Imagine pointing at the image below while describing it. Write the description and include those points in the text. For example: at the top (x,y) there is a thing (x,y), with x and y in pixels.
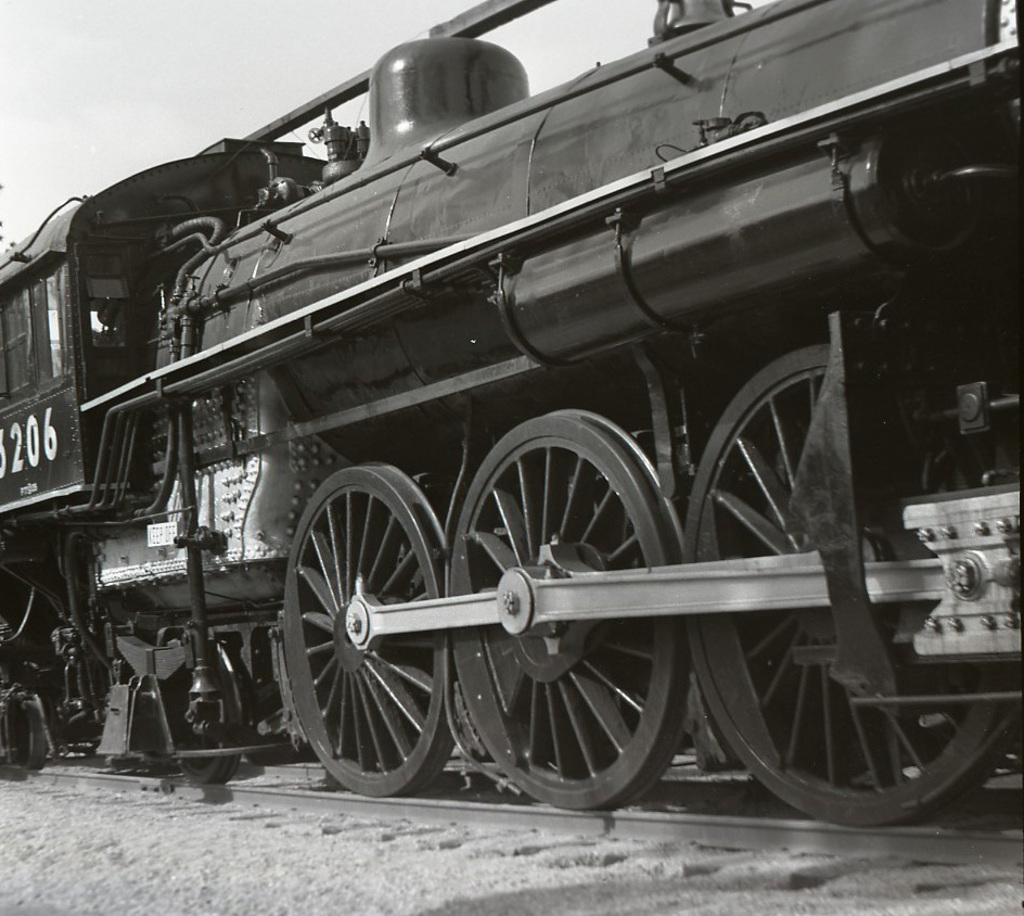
It is a black and white image and there is a train (485,530) on the railway track (760,798).
